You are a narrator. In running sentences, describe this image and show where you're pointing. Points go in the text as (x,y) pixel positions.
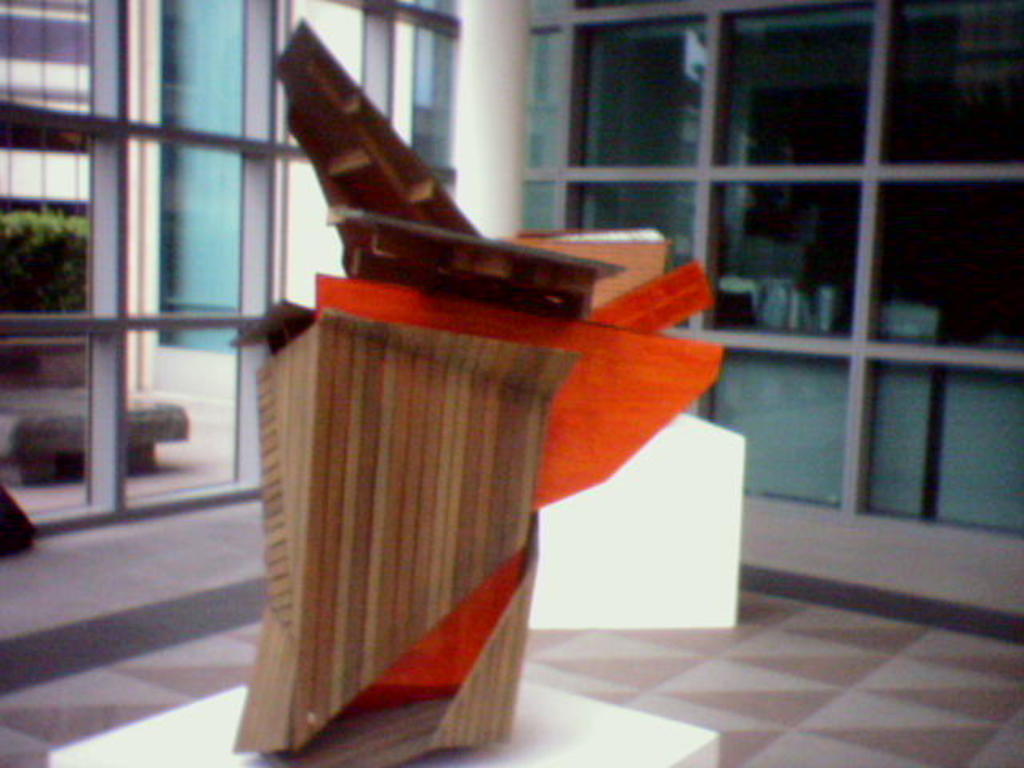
In the foreground (466,598) I can see some objects (528,591) on the table (591,733). In the background (1022,282) I can see a wall (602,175), glass window (528,174), cabinet (813,360), bench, trees (60,268) and buildings (0,148). This image is taken may be in a hall (619,451).
